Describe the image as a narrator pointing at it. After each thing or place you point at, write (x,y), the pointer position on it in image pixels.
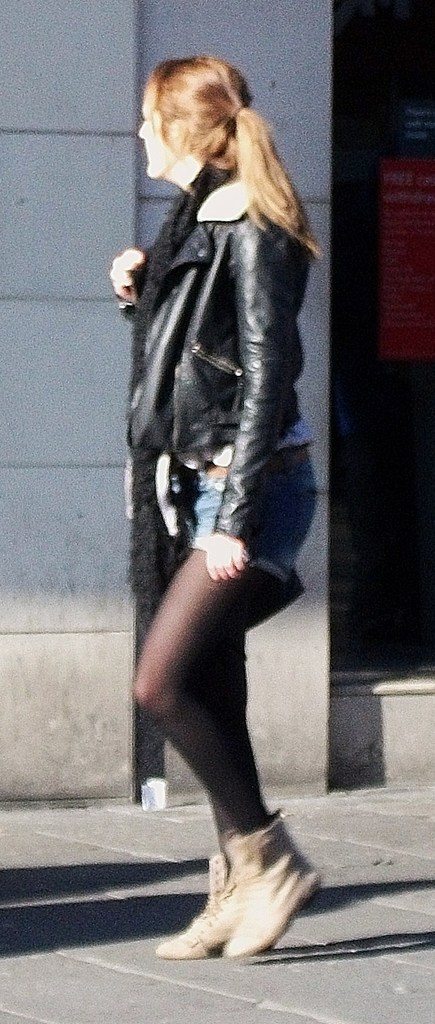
In this image we can see a woman (277,458) wearing black jacket (250,424) and boots (220,907) is walking on the road (302,989). In the background (393,704), we can see the wall (125,430) and posters (400,260) here.
